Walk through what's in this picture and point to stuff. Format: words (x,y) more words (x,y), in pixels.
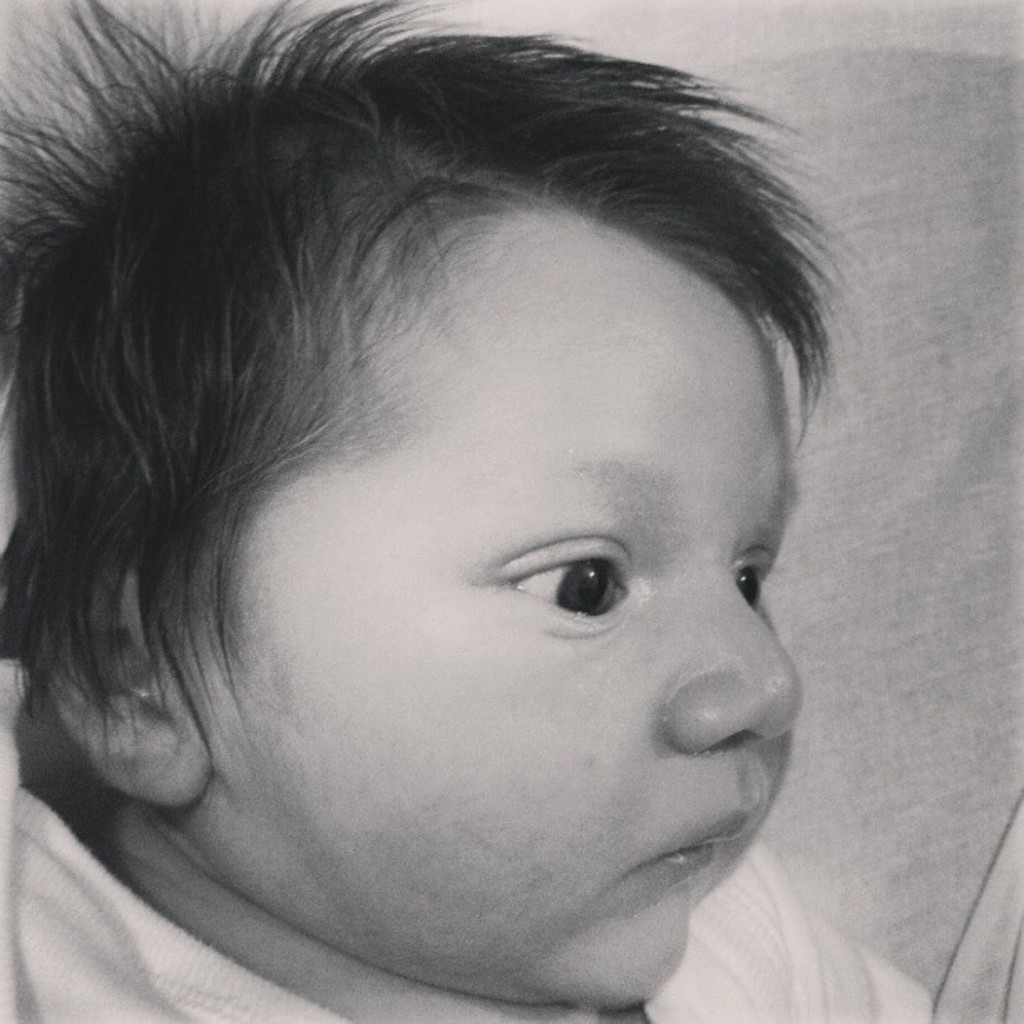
This is a black and white picture. In this picture, we see a baby (407,841) is wearing a white T-shirt (755,965). We can see eyes (620,565), ear (161,664), nose (792,667) and mouth (728,860) of the baby (315,636). In the background (784,353), it is white in color.
